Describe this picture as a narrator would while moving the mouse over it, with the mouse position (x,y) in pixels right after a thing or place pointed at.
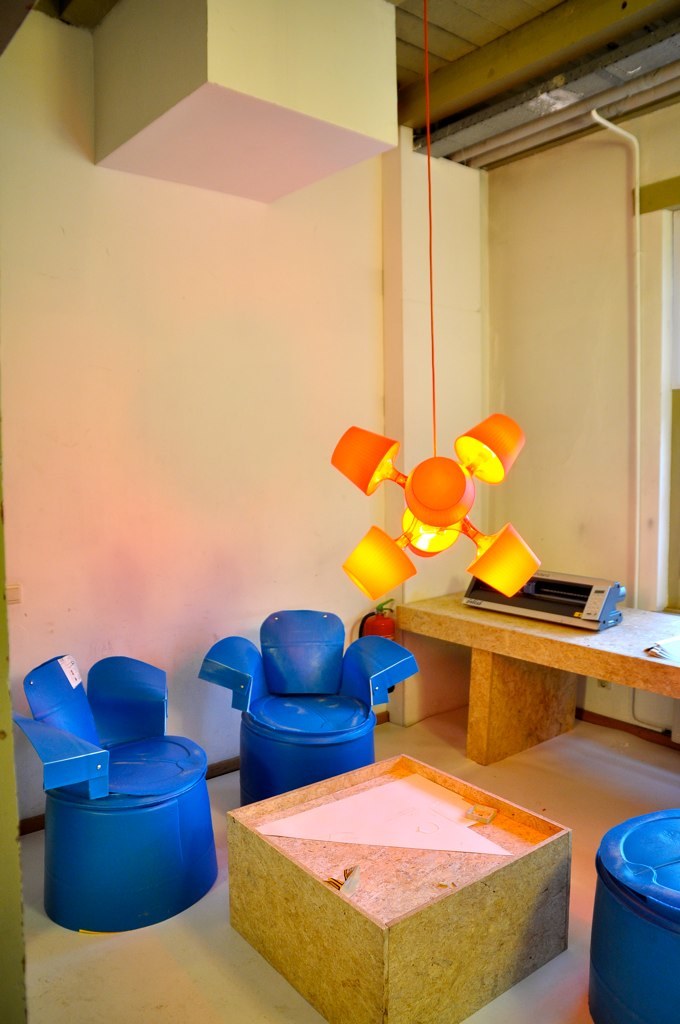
In this picture there is a inside of the room (108,751). In the front (168,735) there is a blue color plastic chairs (316,704). In the front (303,887) there is a wooden center table box (375,855). Behind there is a printer box (512,604) on the table (564,652) and yellow color wall (493,262). On the top ceiling (587,81) there are some exposed pipe (503,140).
